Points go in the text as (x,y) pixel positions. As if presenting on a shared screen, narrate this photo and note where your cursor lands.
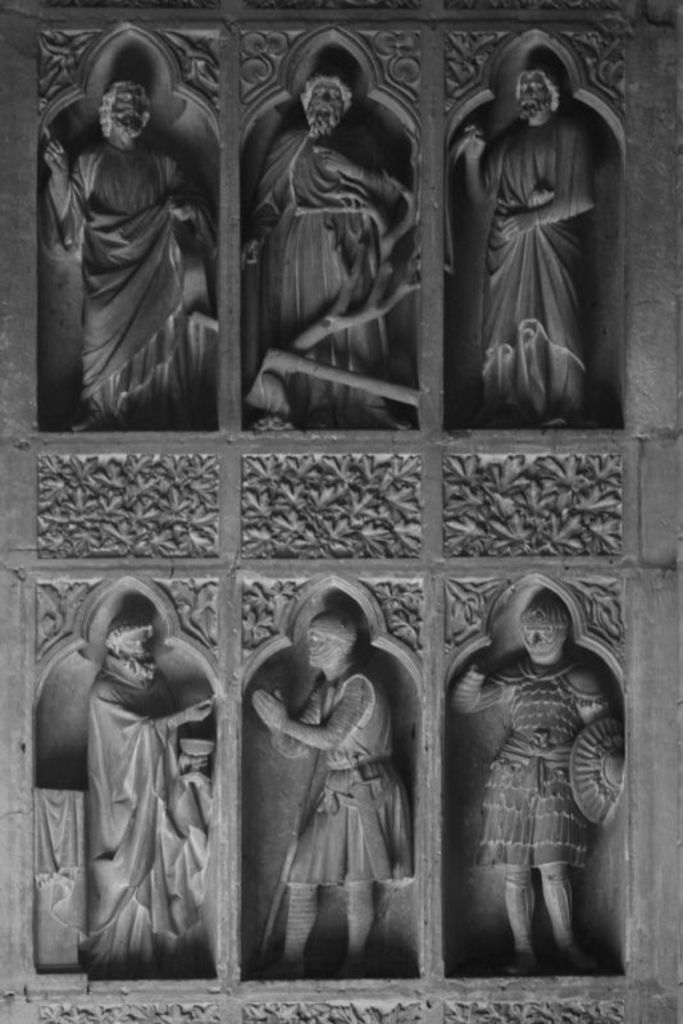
In this image it might be the wall (62,339), on the wall (33,395) I can see six sculptures (56,188) and a design (56,467).
